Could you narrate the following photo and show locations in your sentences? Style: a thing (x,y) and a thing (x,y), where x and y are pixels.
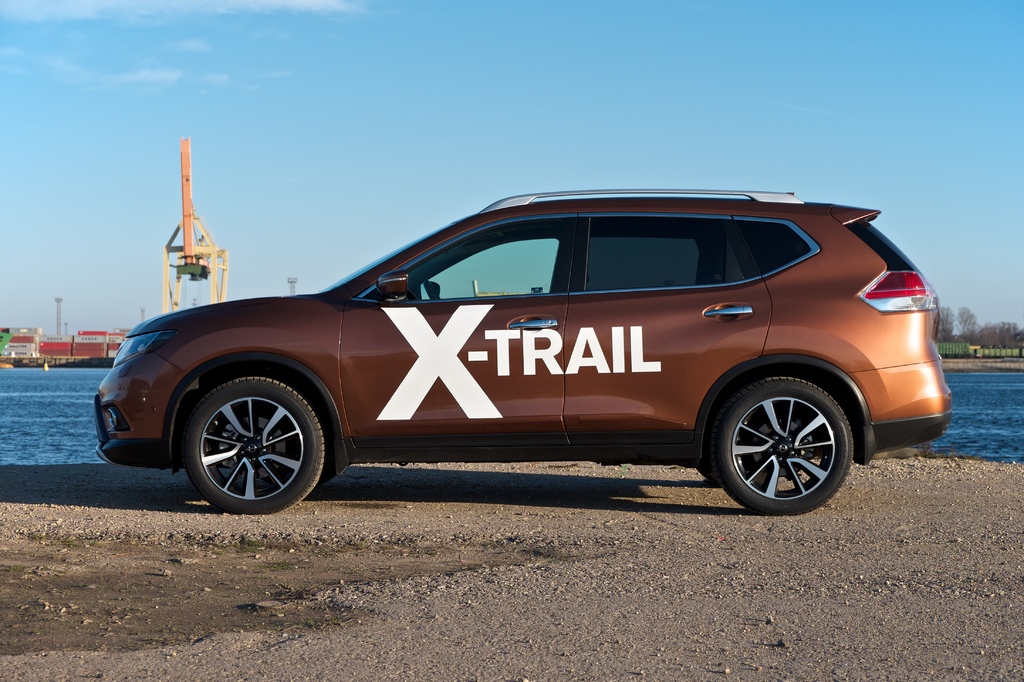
In this image there is a car (467,347) and we can see water (80,419). In the background (50,336) there are sheds (39,327), trees (1017,332) and sky (719,187). There are towers (59,311) and we can see a crane (198,261).
